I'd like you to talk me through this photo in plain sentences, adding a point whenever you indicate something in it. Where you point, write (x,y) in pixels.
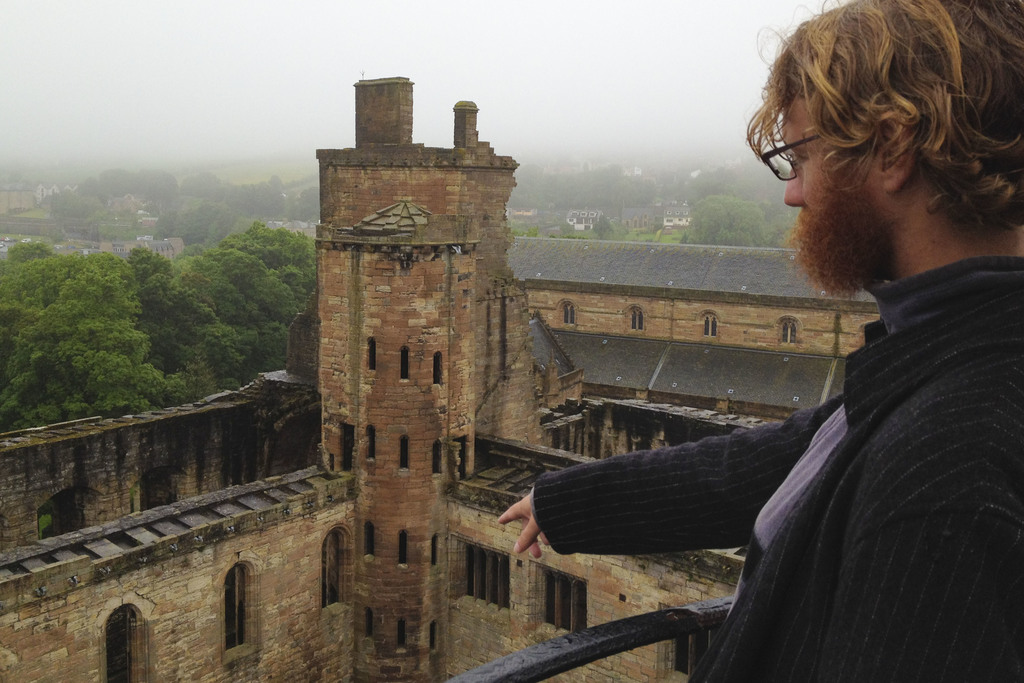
On the right side (972,430), there is a person (943,479) in a suit (962,571), wearing a spectacle (785,175), standing and watching something. In the background (466,429), there are buildings (455,415) and there are trees (762,199) on the ground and there is sky (325,44).
